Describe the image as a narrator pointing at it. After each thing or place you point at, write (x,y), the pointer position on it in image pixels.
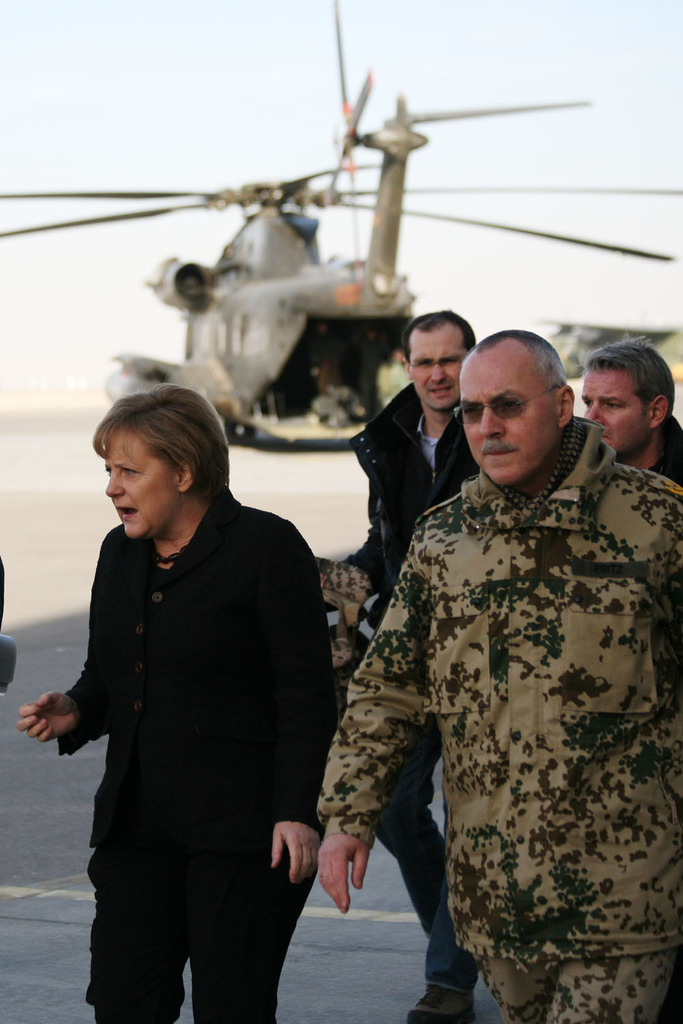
In the foreground of the image (169,770) we can see some people (151,921) are walking. On the top of the image (399,301) we can see a helicopter (304,341), but it is in a blur.
